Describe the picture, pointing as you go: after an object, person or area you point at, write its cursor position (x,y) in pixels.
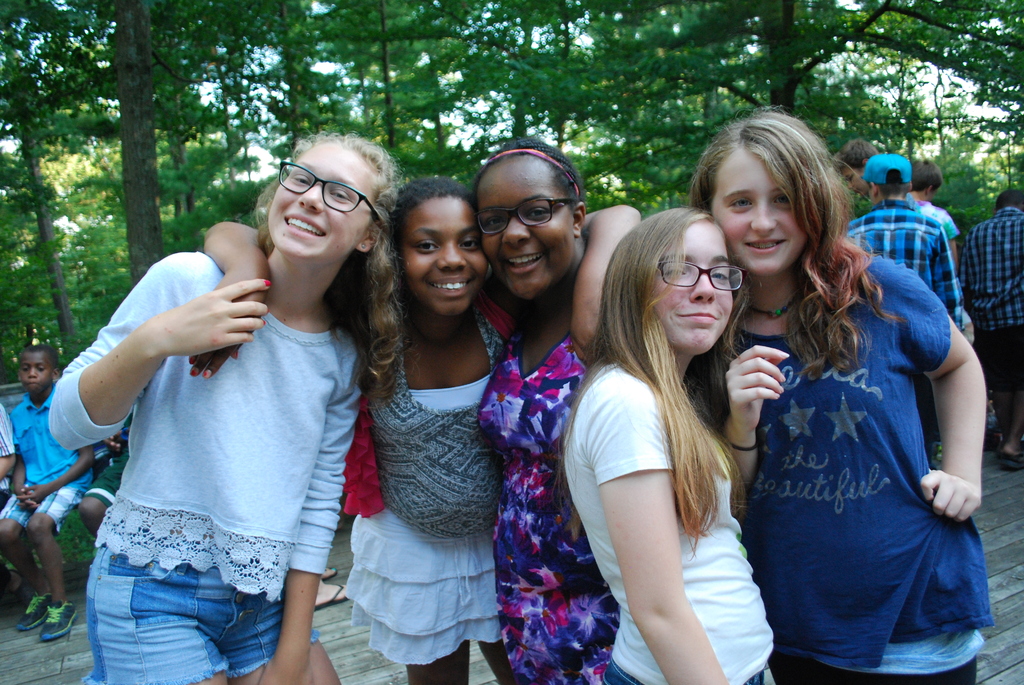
In the picture I can see among them some are standing and some are sitting. The people (208,494) in front of the image are smiling and some of them are wearing spectacles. In the background (317,75) I can see trees (483,79).
